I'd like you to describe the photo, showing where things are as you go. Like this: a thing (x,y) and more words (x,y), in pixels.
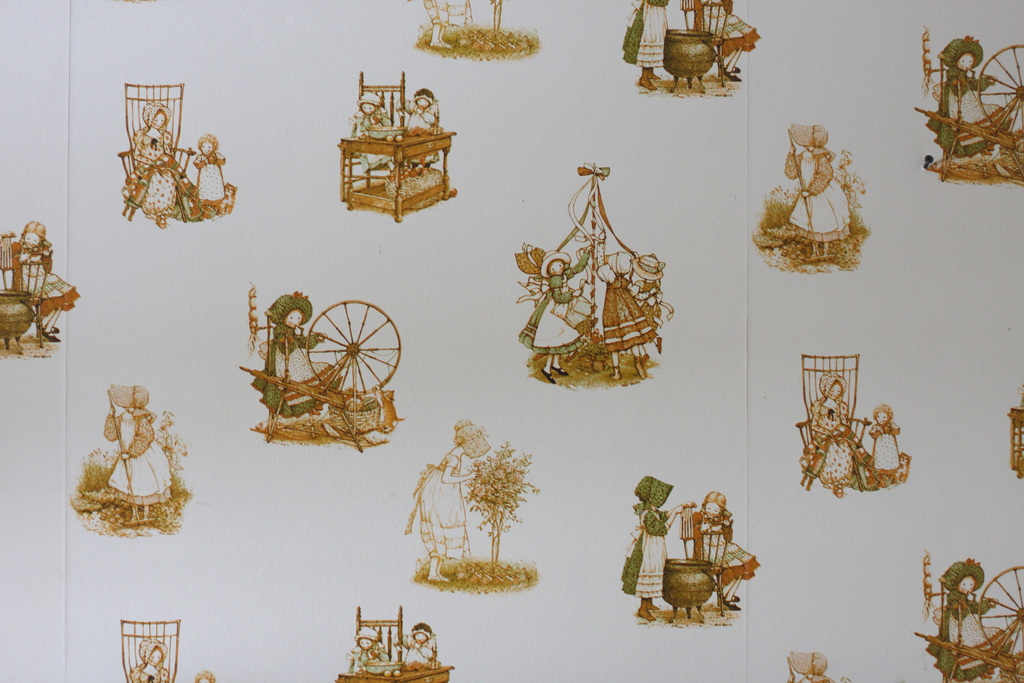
In this picture we can see wallpapers (289,462) with some designs (134,140) and the wallpapers (88,226) are on an object (722,498).
